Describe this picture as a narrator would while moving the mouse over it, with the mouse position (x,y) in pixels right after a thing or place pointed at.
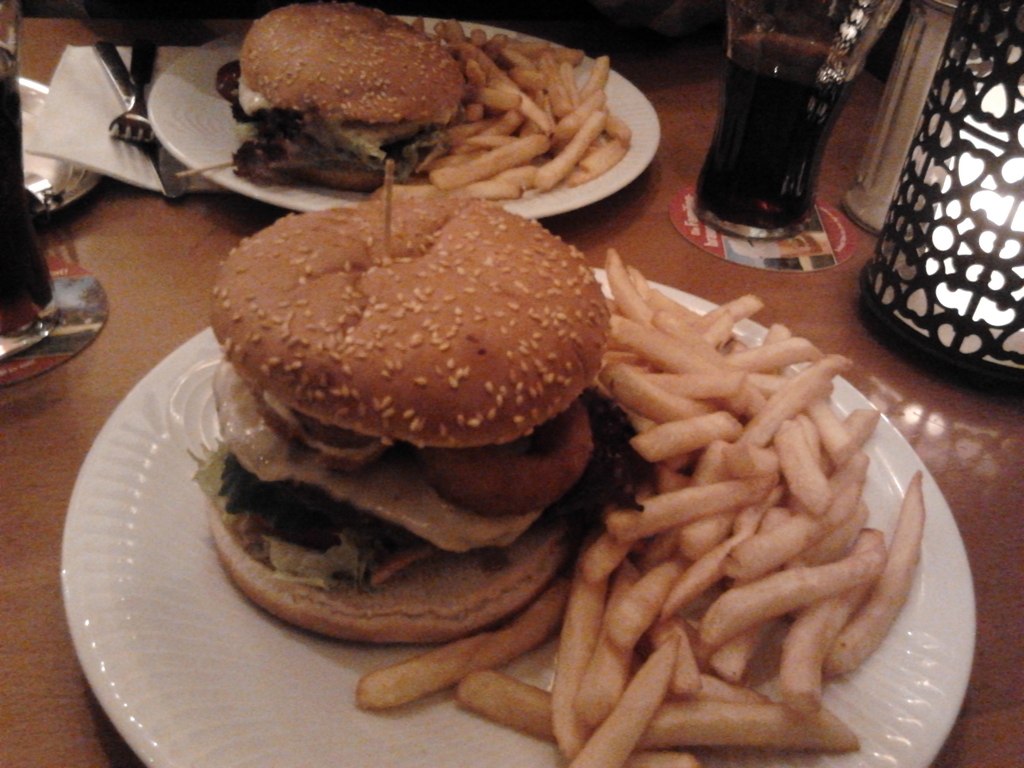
This image consists of burgers (319,262) and french fries (622,629) kept on the plates (152,580). On the left (8,234) and right, we can see the drinks (752,97) in the glasses (22,244). At the bottom (26,549), there is a table (130,364). On the right (924,191), it looks like a lamp (937,281). And we can see the forks (148,139) along with the tissues (118,157).
